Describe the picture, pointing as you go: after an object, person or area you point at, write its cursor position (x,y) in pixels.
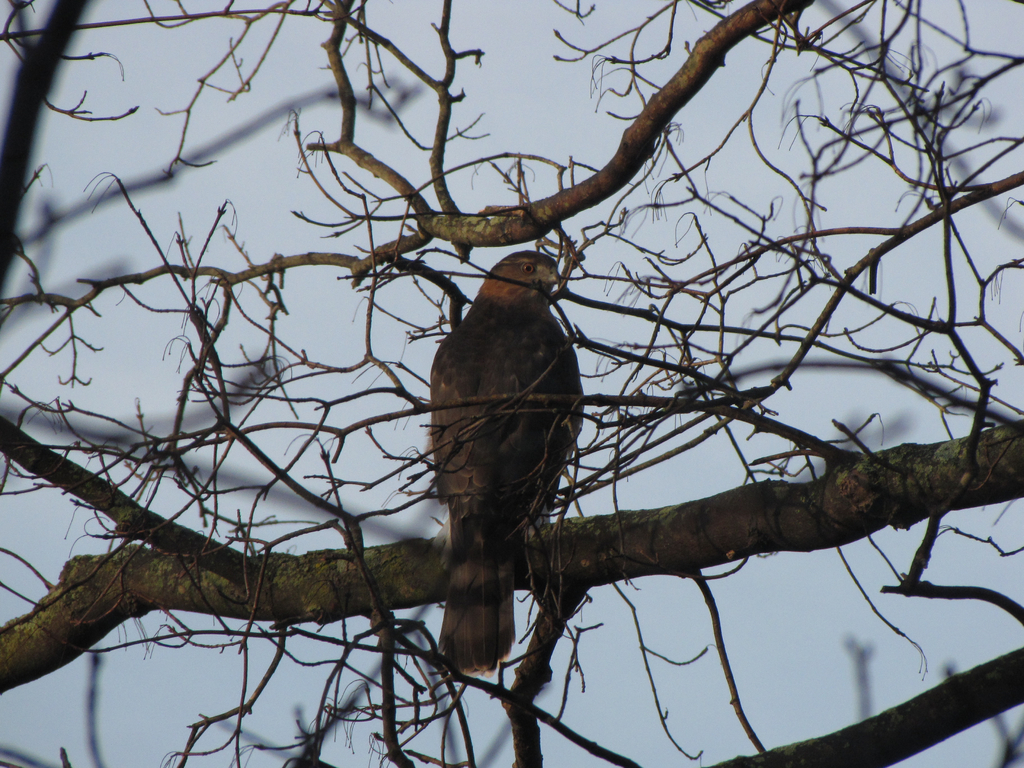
In the foreground of this image (358,272), there is a bird (522,426) on the branch (628,539) of a tree (573,536). In the background (537,97), there is the sky (508,108).
